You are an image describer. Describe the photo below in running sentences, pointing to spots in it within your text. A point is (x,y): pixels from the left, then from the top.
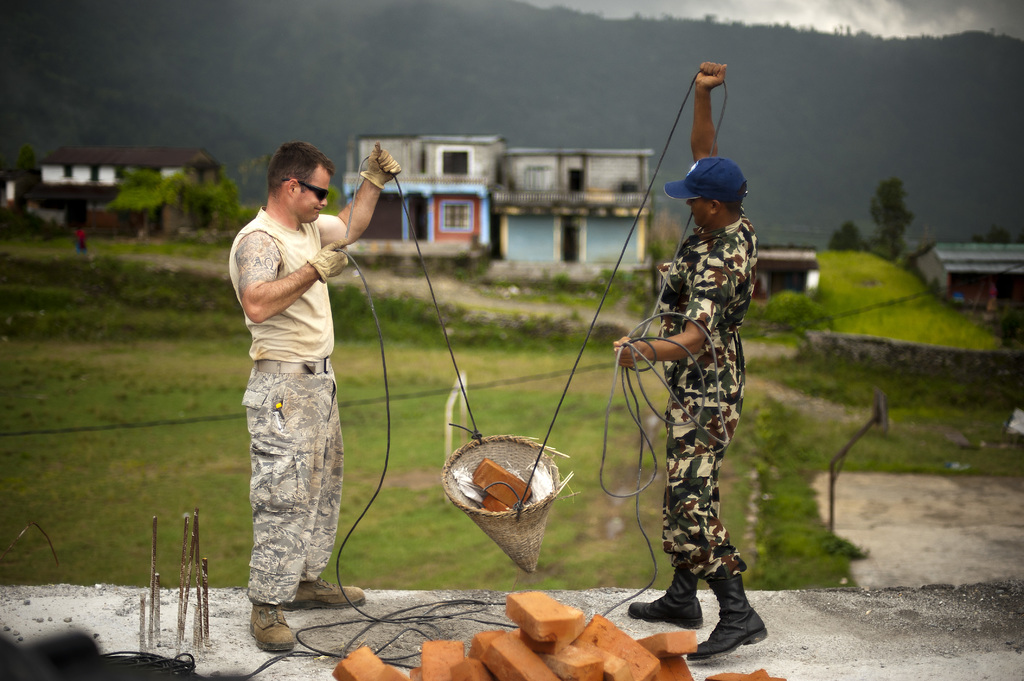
In this image I can see two persons (756,617) are standing on the rooftop (474,634) and holding a rope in hand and bricks (523,647). In the background (476,389) I can see grass (520,429), plants (483,263), trees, houses (464,219) and mountains (446,64). On the top right (825,13) I can see the sky (841,9). This image is taken may be near the mountains (600,107).
